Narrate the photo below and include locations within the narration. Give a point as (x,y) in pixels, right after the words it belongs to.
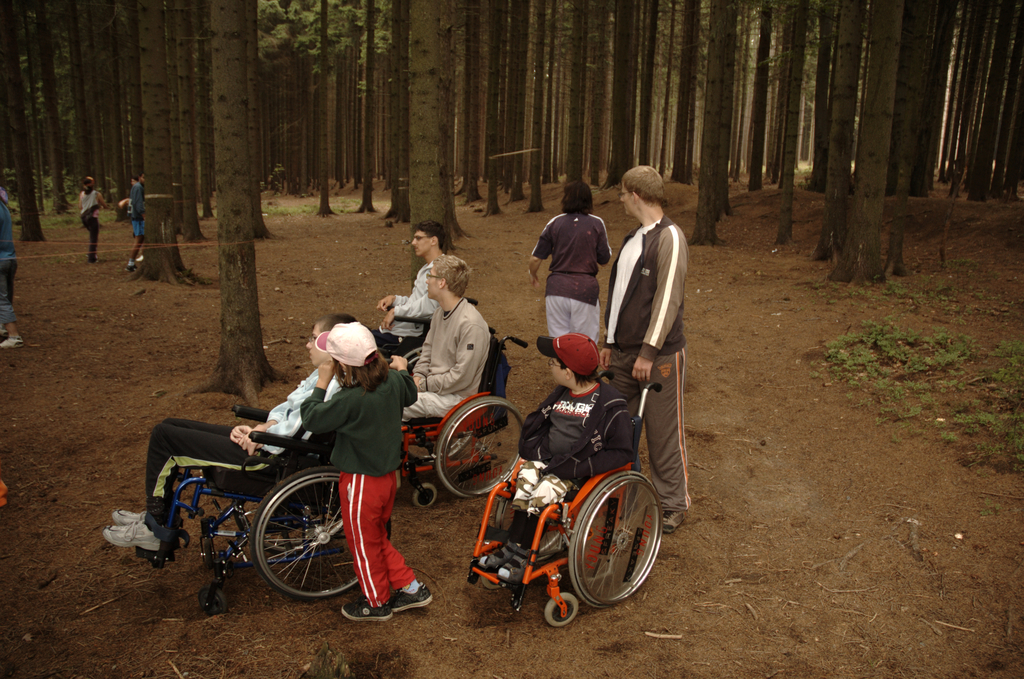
In this image we can see some persons (555,258) standing on the ground (217,356) and some are sitting in the wheel chairs (491,464). In the background (387,120) there are trees (403,117) and grass (927,366).
